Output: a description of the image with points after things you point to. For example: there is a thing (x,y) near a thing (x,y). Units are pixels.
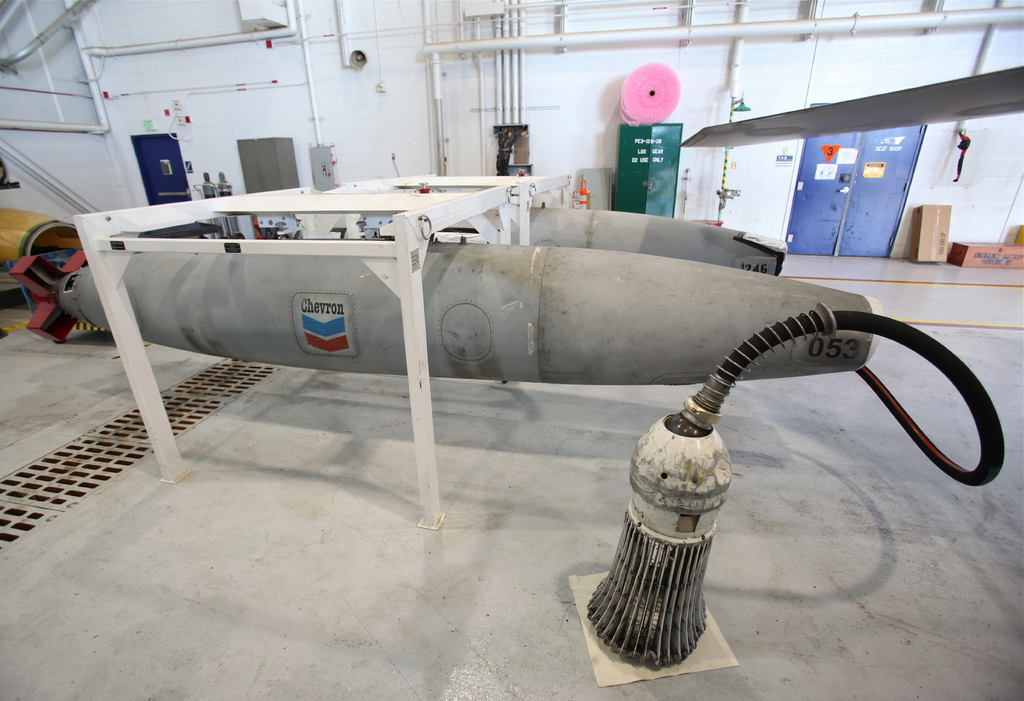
In this image there are containers (831,347) in the foreground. There is floor (295,441) at the bottom (903,508). There is a wall (298,173) with pipes (1022,13), doors (884,206), cardboards (917,211) and other objects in the background (916,214).
